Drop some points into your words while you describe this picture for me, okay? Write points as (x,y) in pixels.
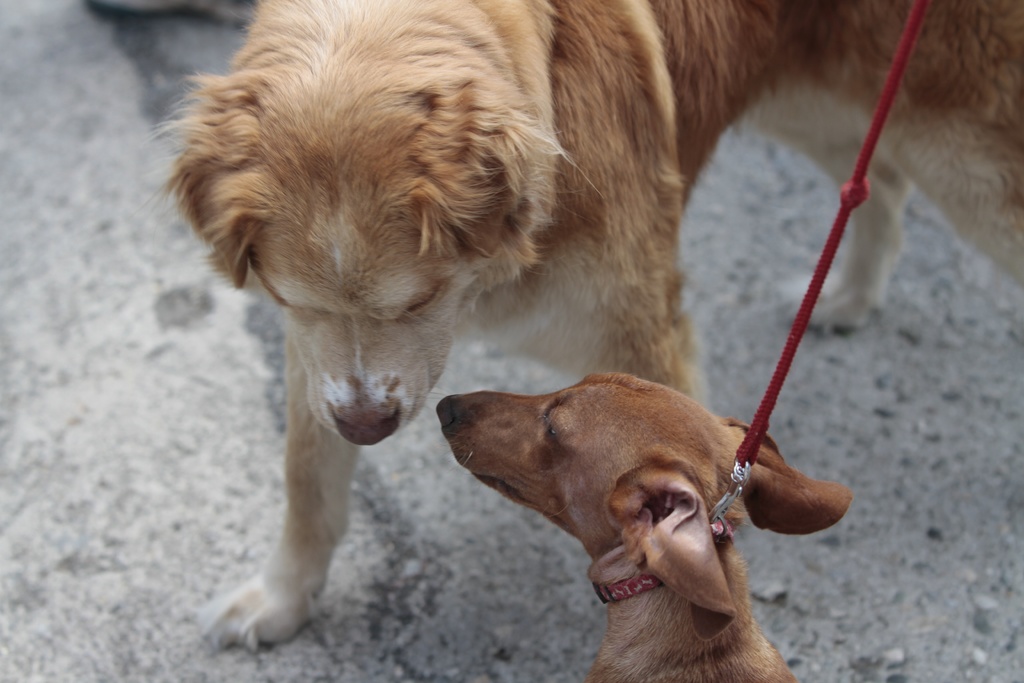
There is a dog (760,517) having red color belt (636,592) which is connected to the red color thread (784,374), standing in front of the other dog (620,122). Which is also standing on the road (319,602).
